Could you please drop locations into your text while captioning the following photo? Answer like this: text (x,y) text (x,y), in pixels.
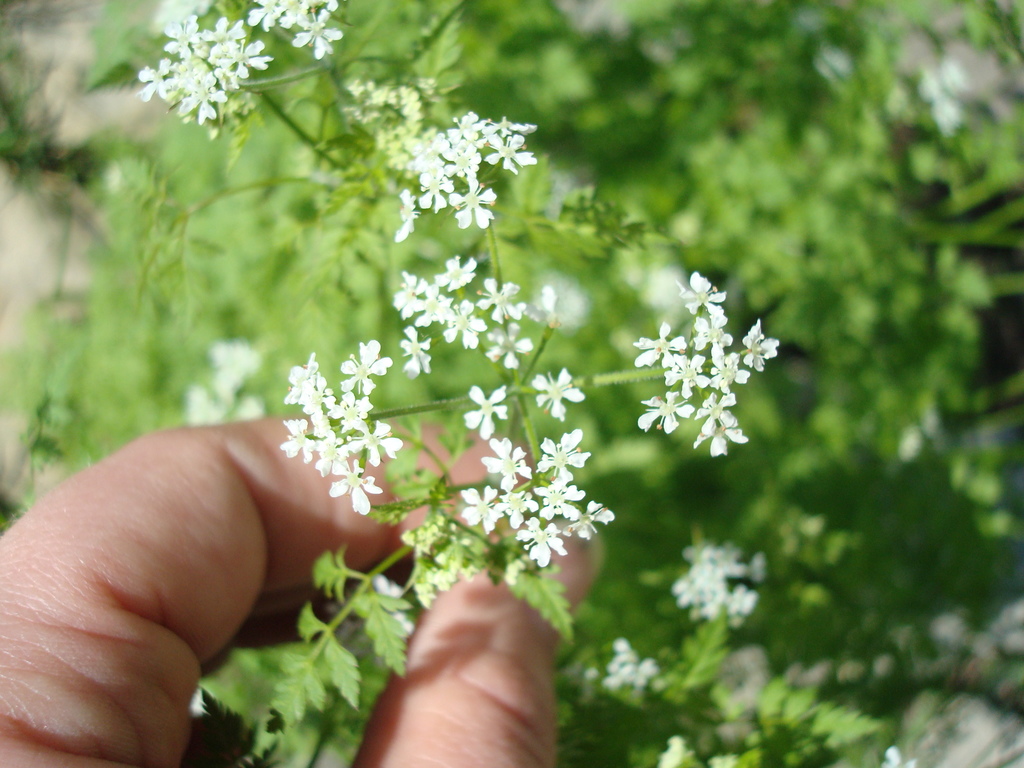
In this image I can see a human hand (261,580) holding a plant (517,582). I can see few flowers (556,490) which are white in color to a plant (487,309) which is green in color and the blurry background (480,8).
